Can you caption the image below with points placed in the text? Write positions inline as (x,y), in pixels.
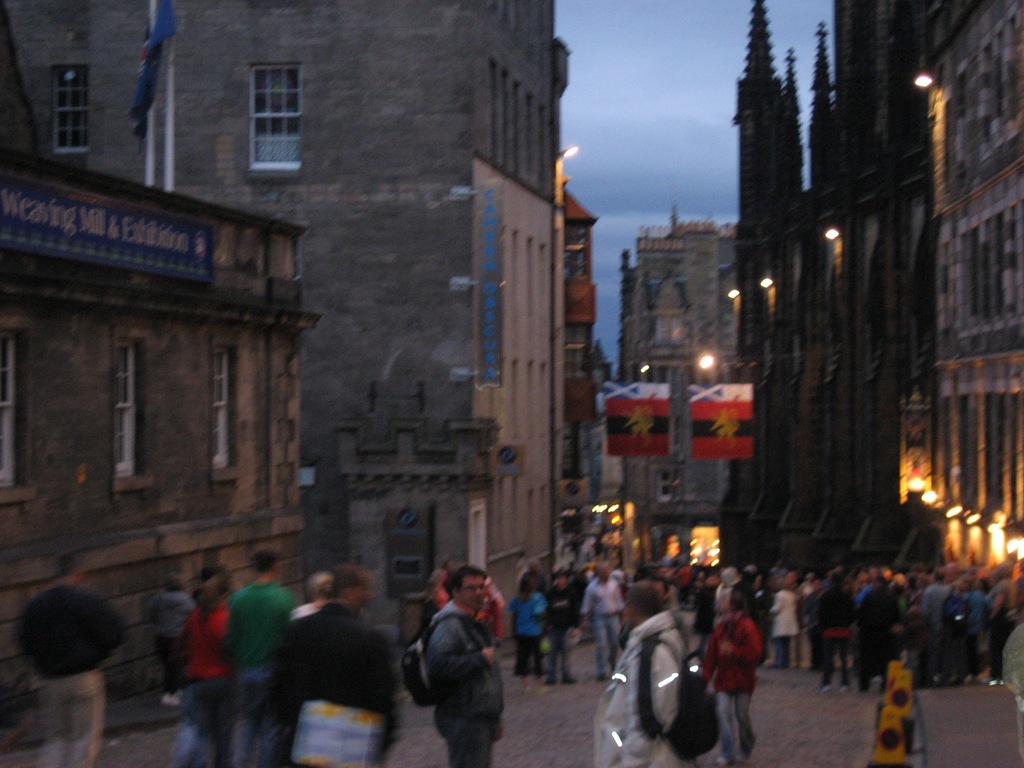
In this image, there are groups of people (713,590) standing. I can see the buildings (450,284) with the windows (972,265) and lights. There are two flags (644,426) hanging between the buildings (861,399). In the background (603,193), I can see the sky (662,44).
